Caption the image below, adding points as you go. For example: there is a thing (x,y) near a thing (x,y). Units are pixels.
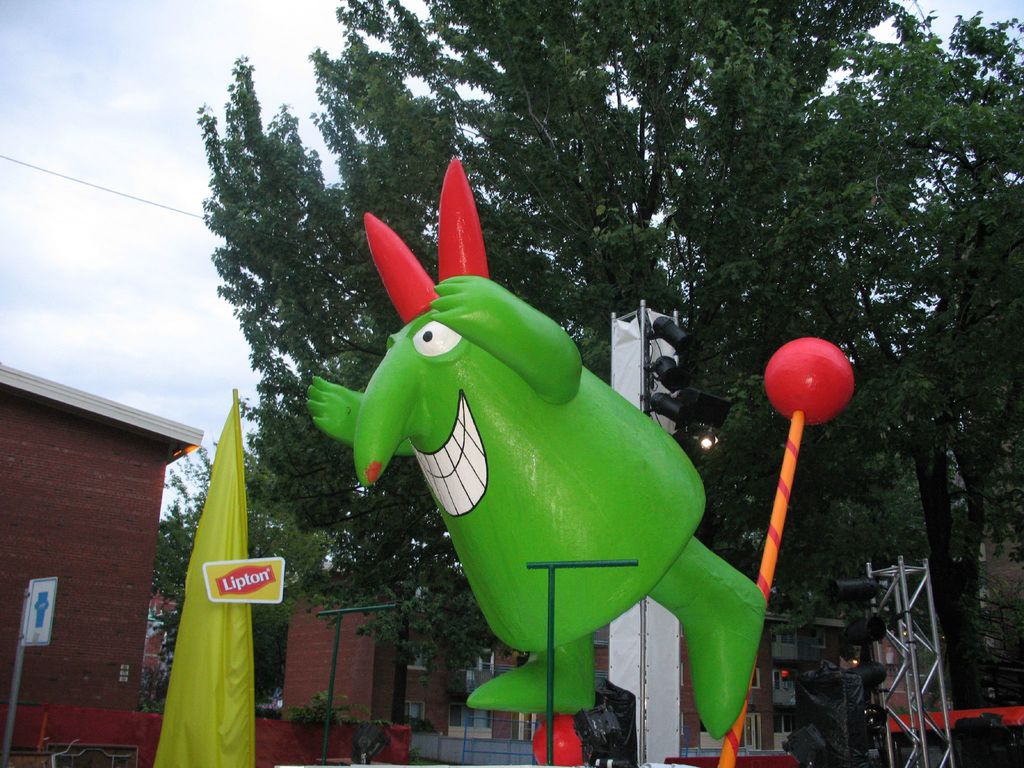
In the image there is a statue of a cartoon (538,388) in the front (664,504) with a stage equipment (835,748) behind it and in the back (378,332) there are buildings (121,603) and trees (484,204) and above its sky (127,139) with clouds (119,203).
